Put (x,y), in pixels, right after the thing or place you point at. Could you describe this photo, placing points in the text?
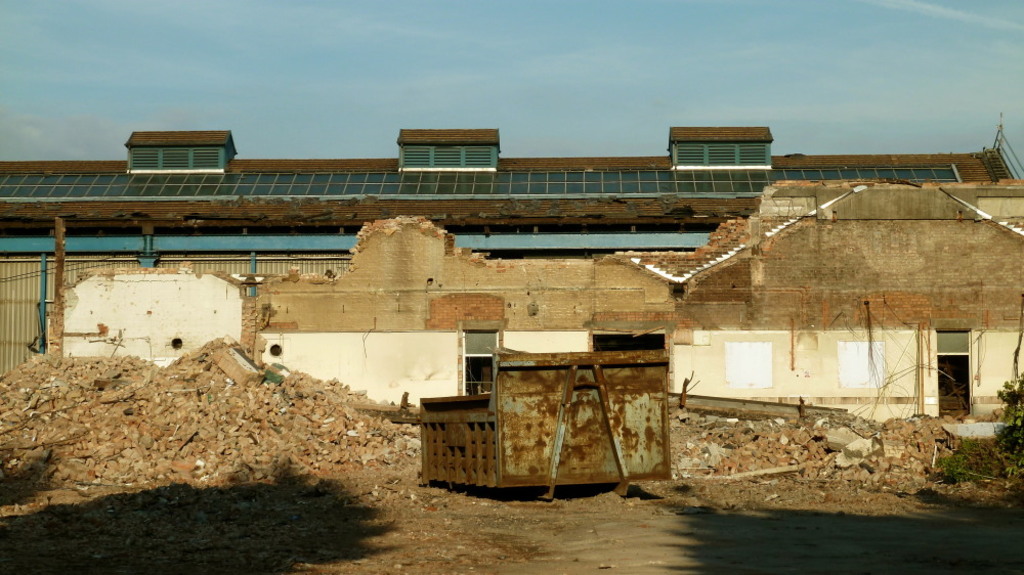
In this image in the center (504,316) there is a building (356,290) and a wall (443,295), and some bricks (368,442), poles (58,236), metal objects (494,443), sand (268,511) and grass (984,454). At the bottom (394,536) there is walkway (949,540), and in the background (172,171) there is a roof (276,204) and windows (856,177), and at the top of the image (406,91) there is sky (406,91).
